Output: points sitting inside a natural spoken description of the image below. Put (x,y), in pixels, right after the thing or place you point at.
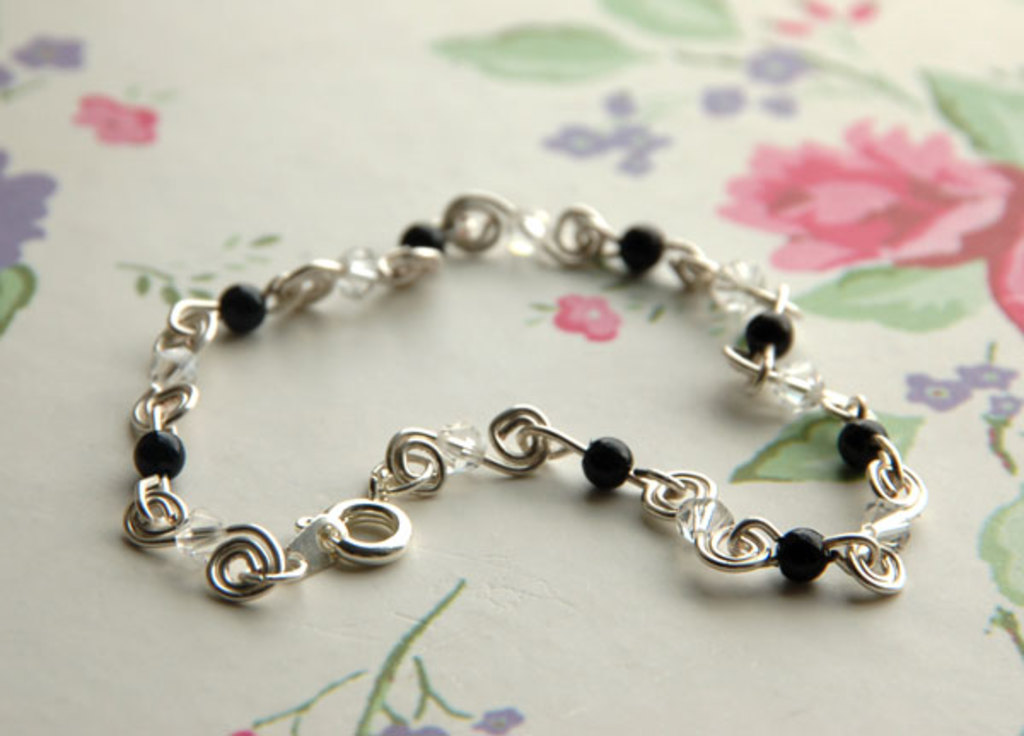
It is a stainless steel chain (655,479) with black color balls (611,484).
